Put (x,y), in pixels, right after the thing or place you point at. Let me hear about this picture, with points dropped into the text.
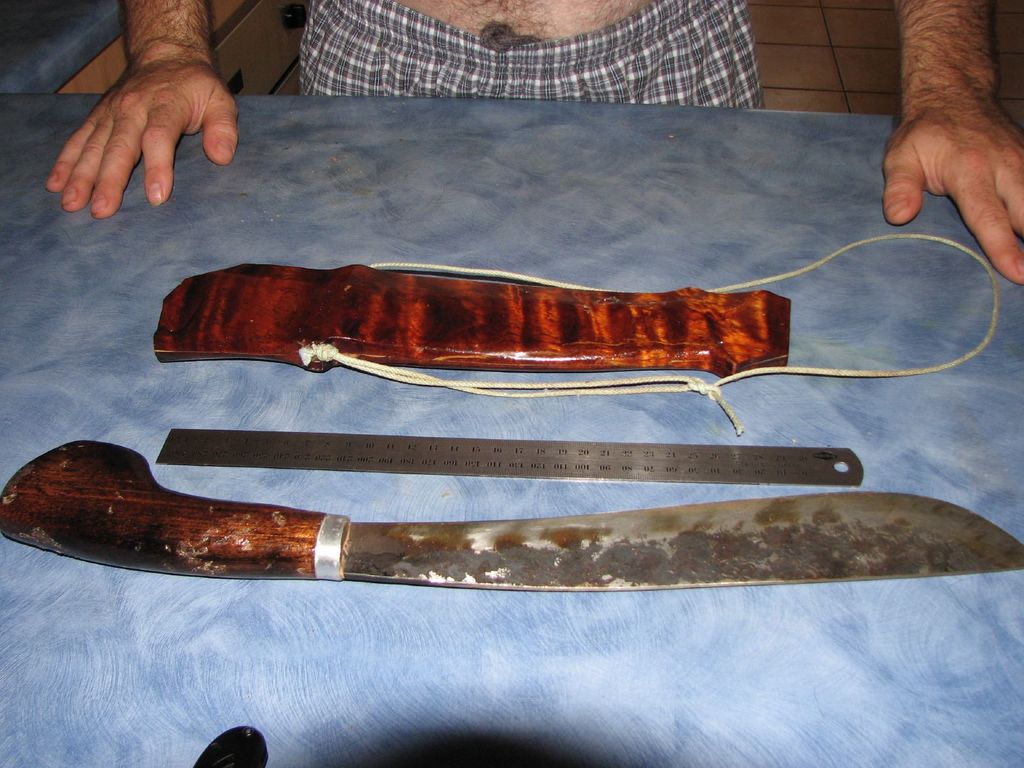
In this picture I can see a knife (604,570), iron scale (698,464) and it looks like a knife pouch (501,321). At the top (113,140) I can see the human hands (123,122).
